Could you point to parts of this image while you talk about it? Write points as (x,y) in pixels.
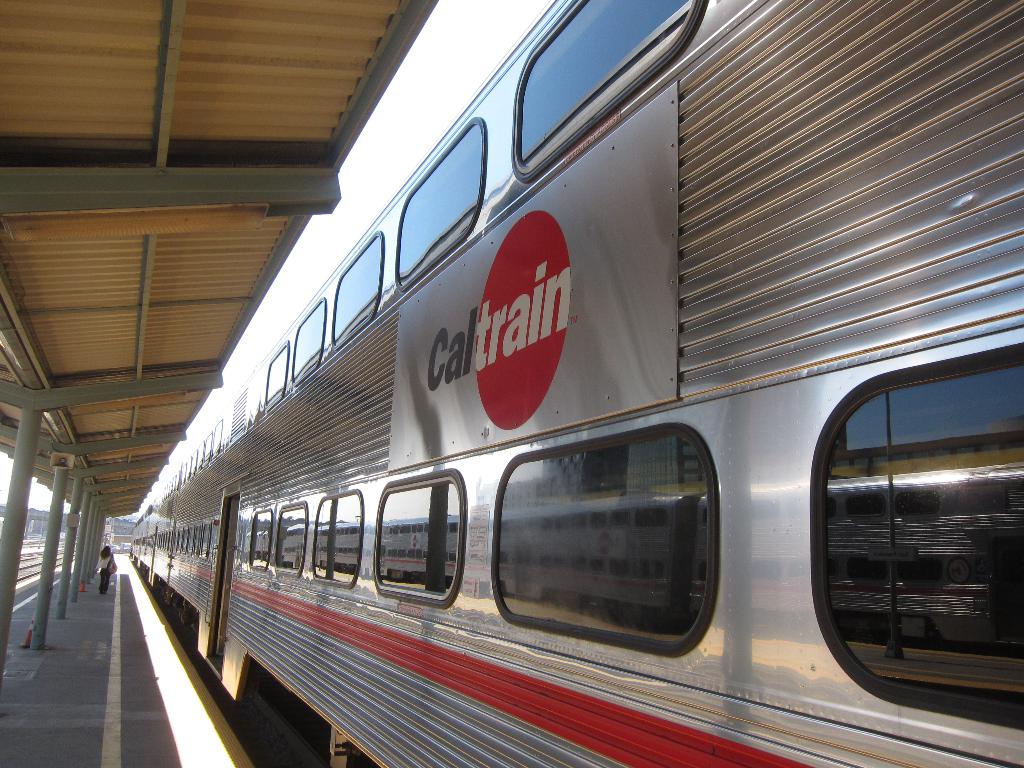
This picture shows a train (229,481) on the railway track (256,729) and we see a woman (102,586) walking holding a backpack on the platform (9,715) and we see couple of tracks (26,565) on the side and the train (628,296) is grey and red in color and we see a clear sky (436,95).
